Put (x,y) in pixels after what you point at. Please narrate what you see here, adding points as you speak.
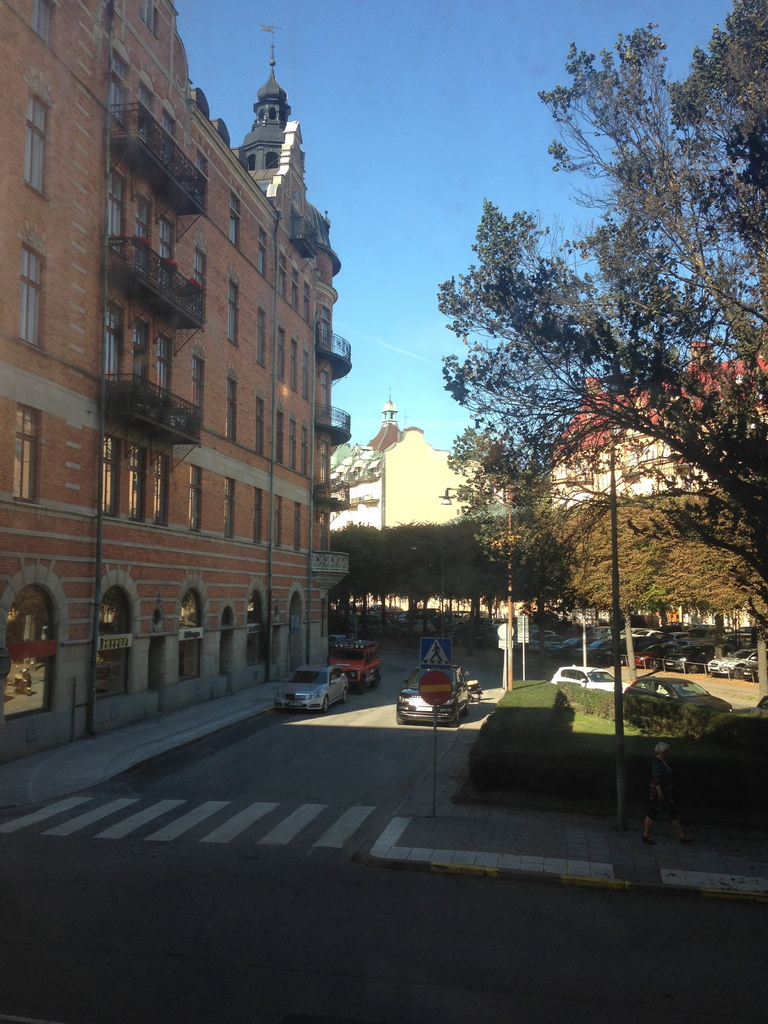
In this image there is a road (270,715). There are cars (461,698). There are buildings (71,527). There are trees (646,279) and grass (595,732). There is a sky (390,128).
